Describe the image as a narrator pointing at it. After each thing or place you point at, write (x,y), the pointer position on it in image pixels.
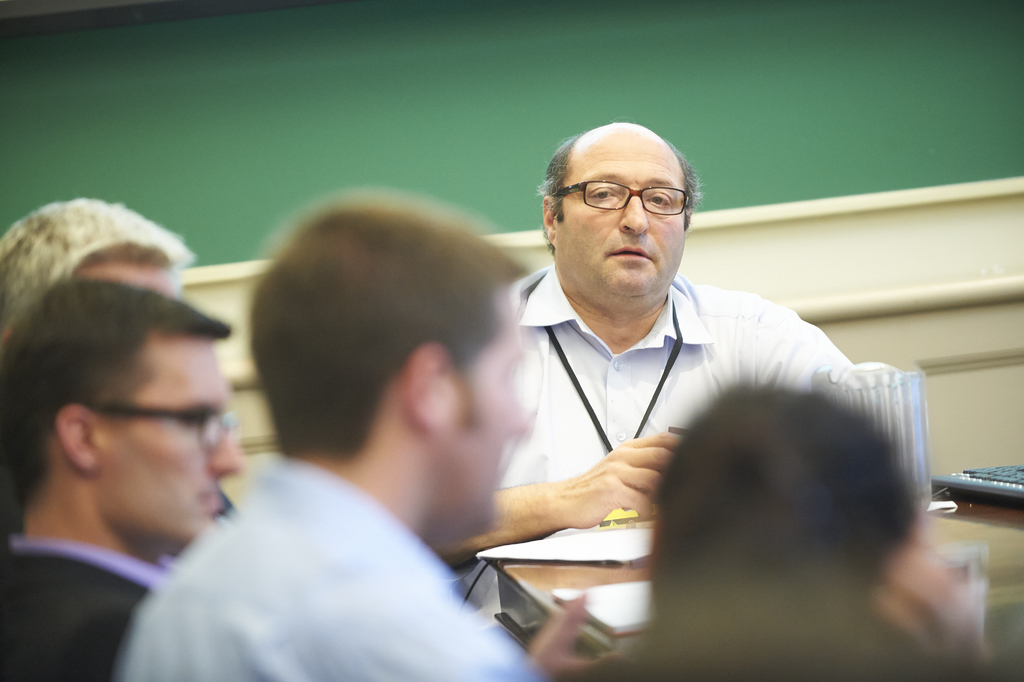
In this image there is a man (583,435) sitting in the middle (617,443). In front of him there is a table (579,575) on which there are papers (605,544), jars (890,392), and a keyboard (1011,475). On the left side (145,384) there are few other people (256,589) who are sitting in the chairs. In the background (432,143) there is a green color board (681,90). The man (642,187) is wearing the spectacles (611,195).
